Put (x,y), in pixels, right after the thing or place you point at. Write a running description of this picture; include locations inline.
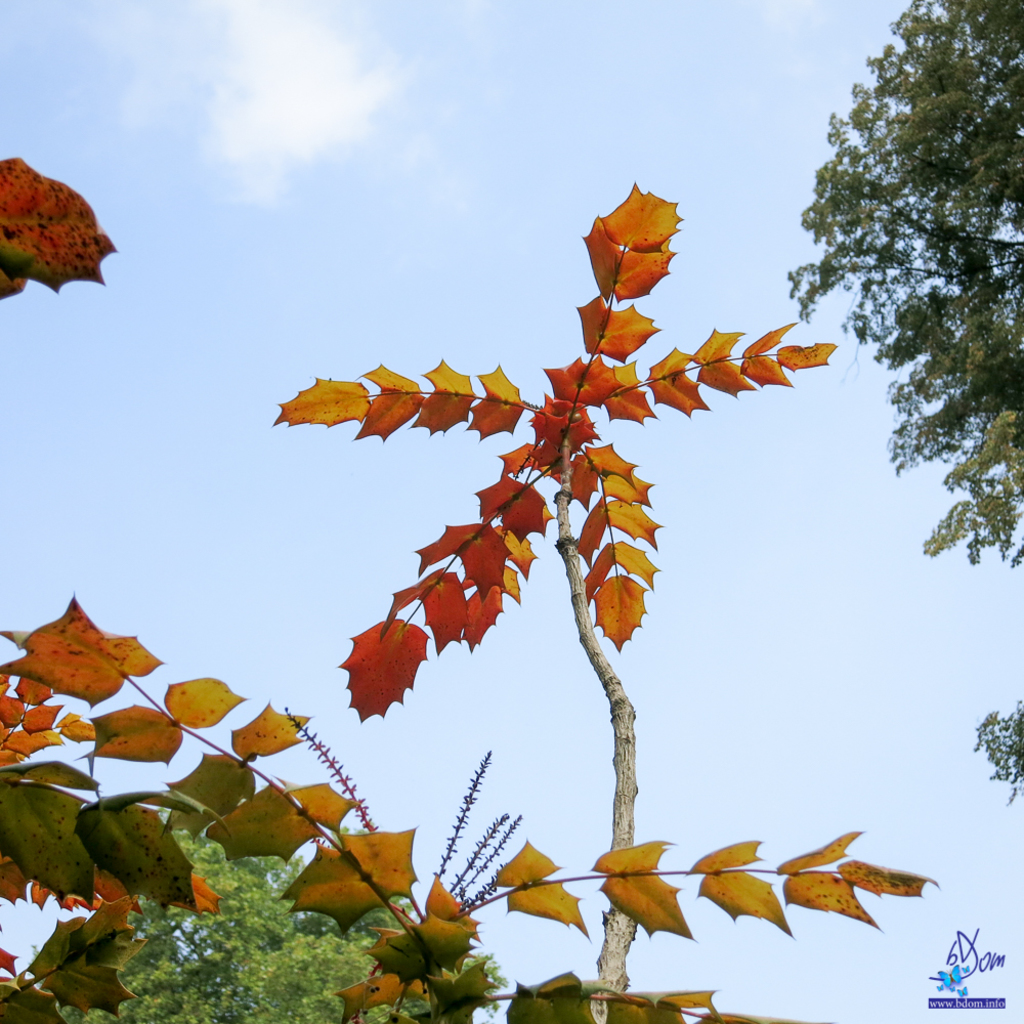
In the center of the image (381,430) there is a plant (634,810) with leaves (442,537). To the right side of the image (919,270) there is a tree (919,270). In the background of the image (241,139) there is sky (348,344). At the bottom of the image (275,924) there is tree (346,954) and text (966,938).
